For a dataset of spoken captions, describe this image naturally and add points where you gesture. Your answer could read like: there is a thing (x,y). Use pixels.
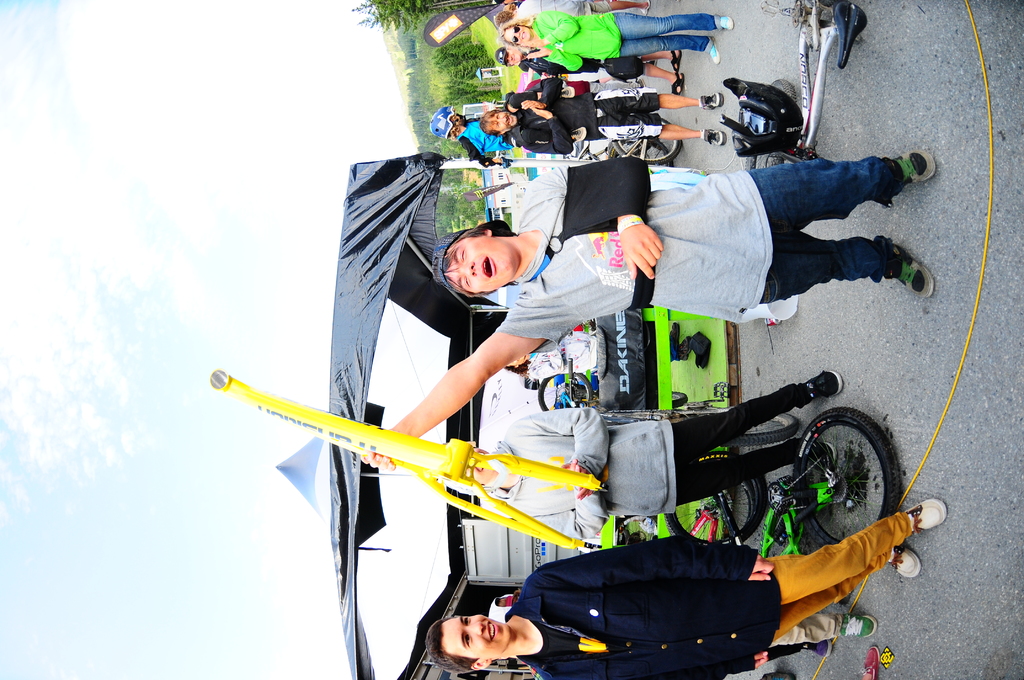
In this image I can see a person (759,195) standing wearing gray color shirt (672,253), blue color pant (877,258) holding some object (381,429) which is in yellow color. At left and right I can see other persons (642,53) standing. At back (450,66) I can see trees (437,69) in green color, and sky (164,139) in white and blue color.
